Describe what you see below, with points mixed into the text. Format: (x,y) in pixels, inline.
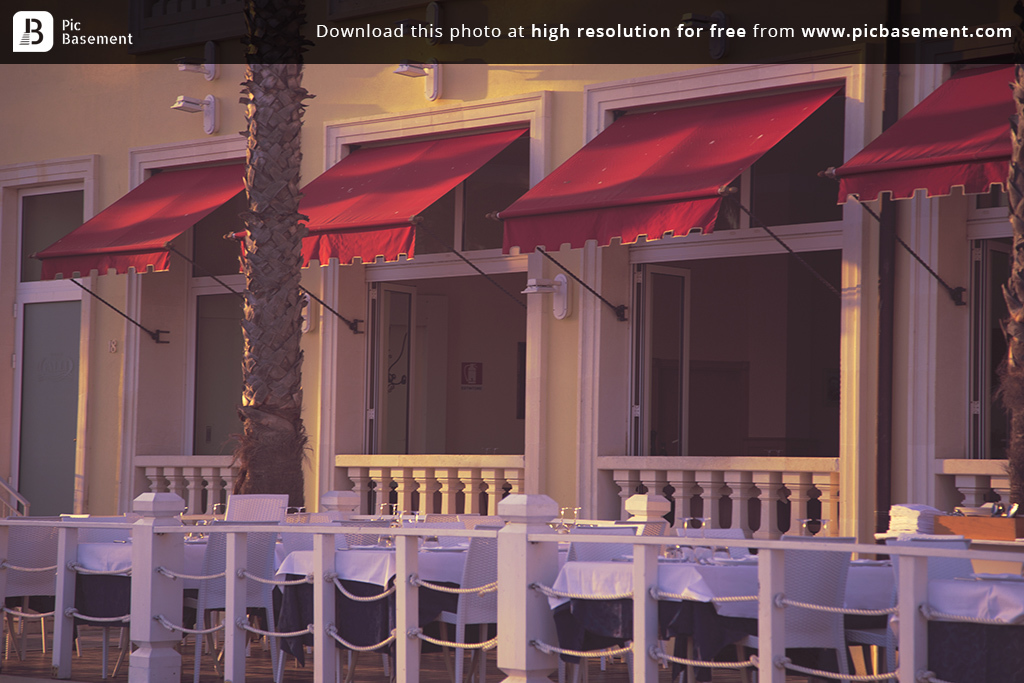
In this picture we can see few metal rods (327,576), tables (128,542), chairs (225,518), trees (279,309) and a building (402,266), on top of the image (428,41) we can find few watermarks (316,55).
